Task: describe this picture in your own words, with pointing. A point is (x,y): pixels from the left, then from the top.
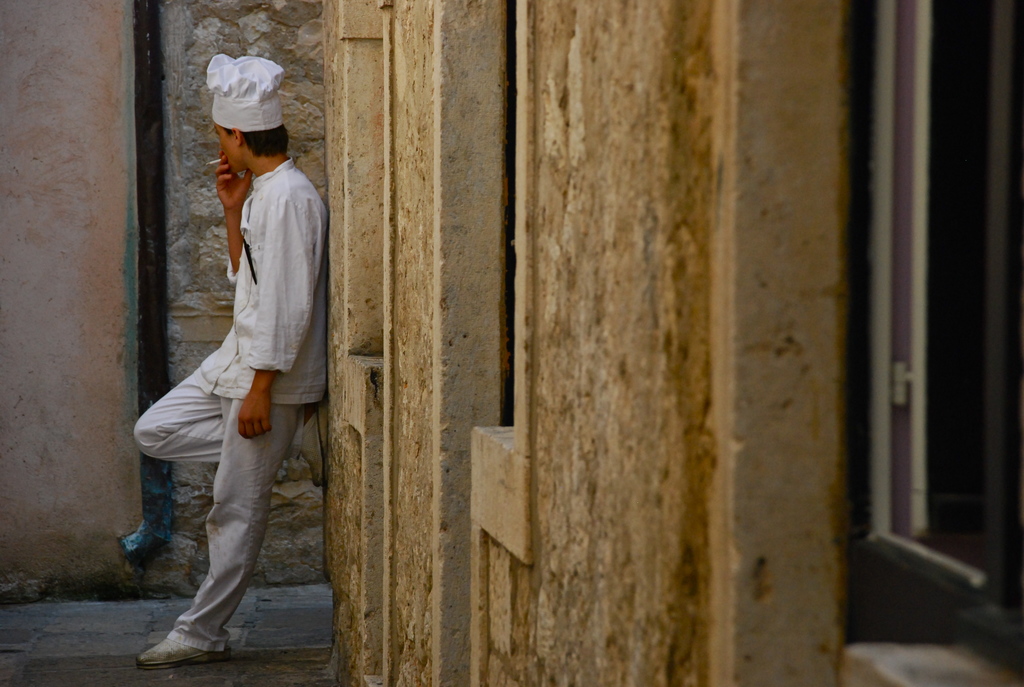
There is a person (241,335) standing and smoking and wore cap (246,71). We can see walls (377,70) and window (972,636).
